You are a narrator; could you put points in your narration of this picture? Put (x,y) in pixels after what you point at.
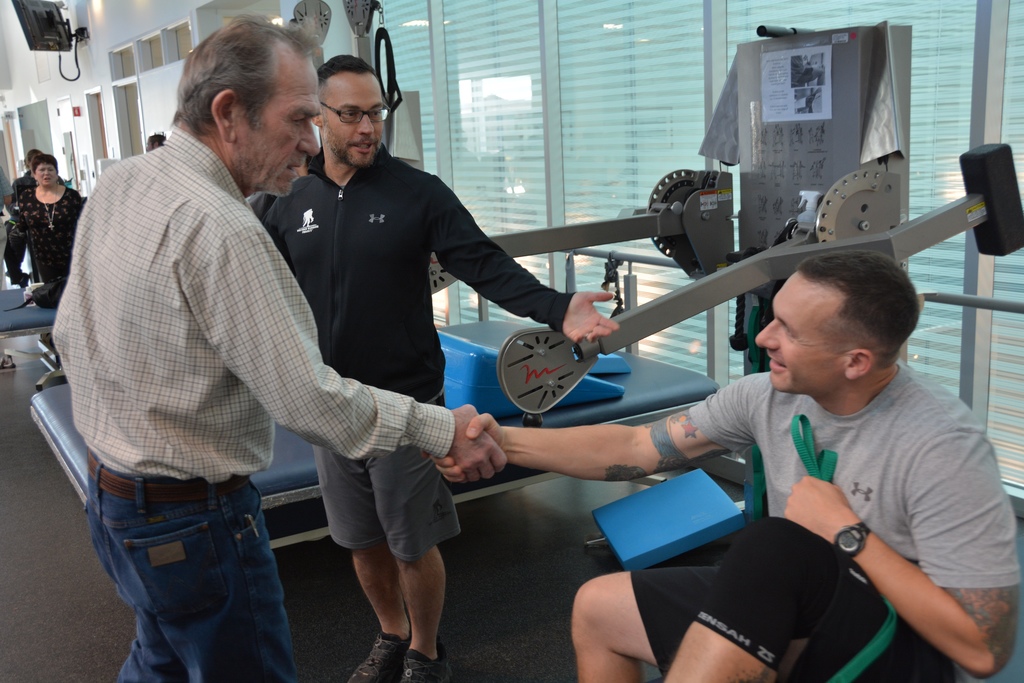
In this picture I can observe some people (113,282) standing on the floor (8,389). There are beds (69,402) in this picture. On the right side (760,402) I can observe a person (768,533) sitting on the bed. Behind the person (801,461) there is an equipment (743,246).
